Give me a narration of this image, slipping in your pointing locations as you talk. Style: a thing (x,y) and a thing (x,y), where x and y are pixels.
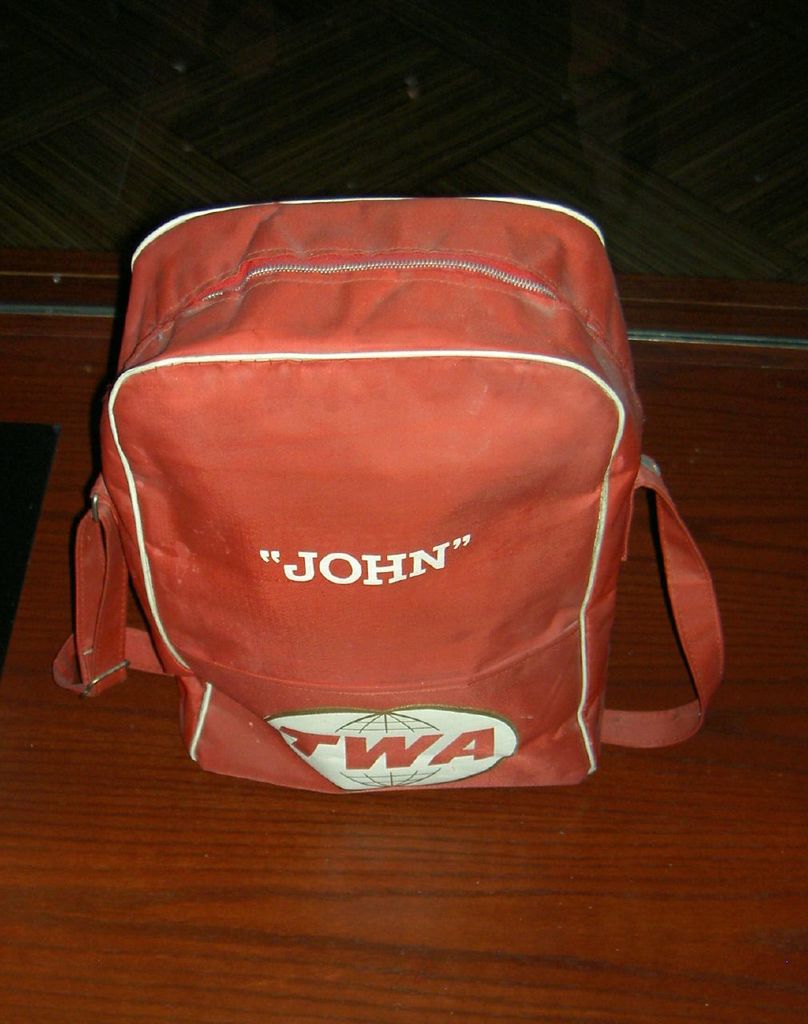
In this picture we can see a bag (487,603) on a platform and we can see a wall (379,129) in the background (324,118).
